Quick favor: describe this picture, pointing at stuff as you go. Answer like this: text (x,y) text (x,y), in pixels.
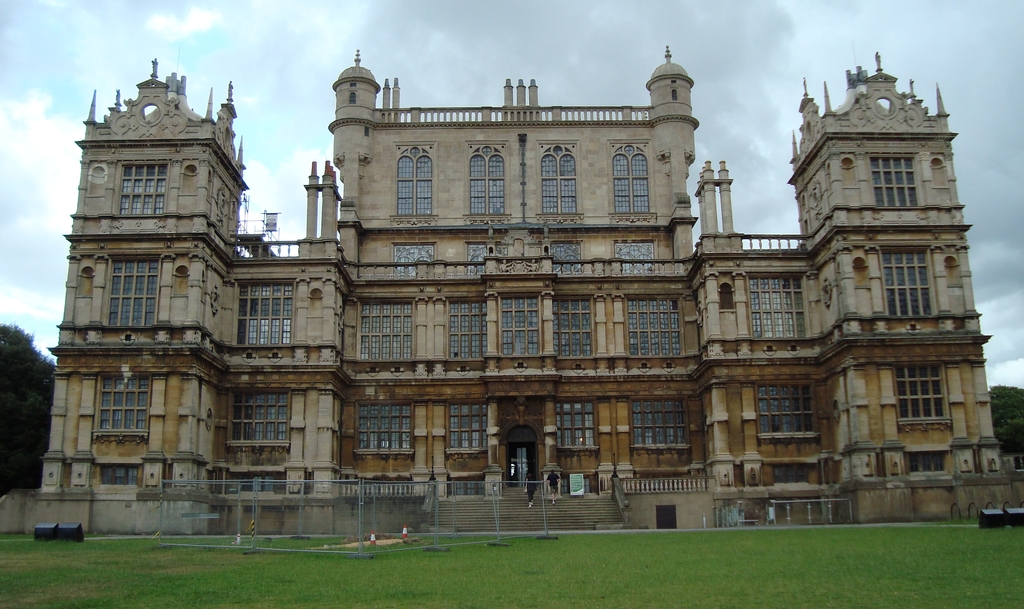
In the background (569,37) we can see the sky (543,42). In this picture we can see a building (522,107), trees (2,337), grass (705,560), people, board (583,494), mesh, stairs (614,522), railings (375,491) and few objects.
